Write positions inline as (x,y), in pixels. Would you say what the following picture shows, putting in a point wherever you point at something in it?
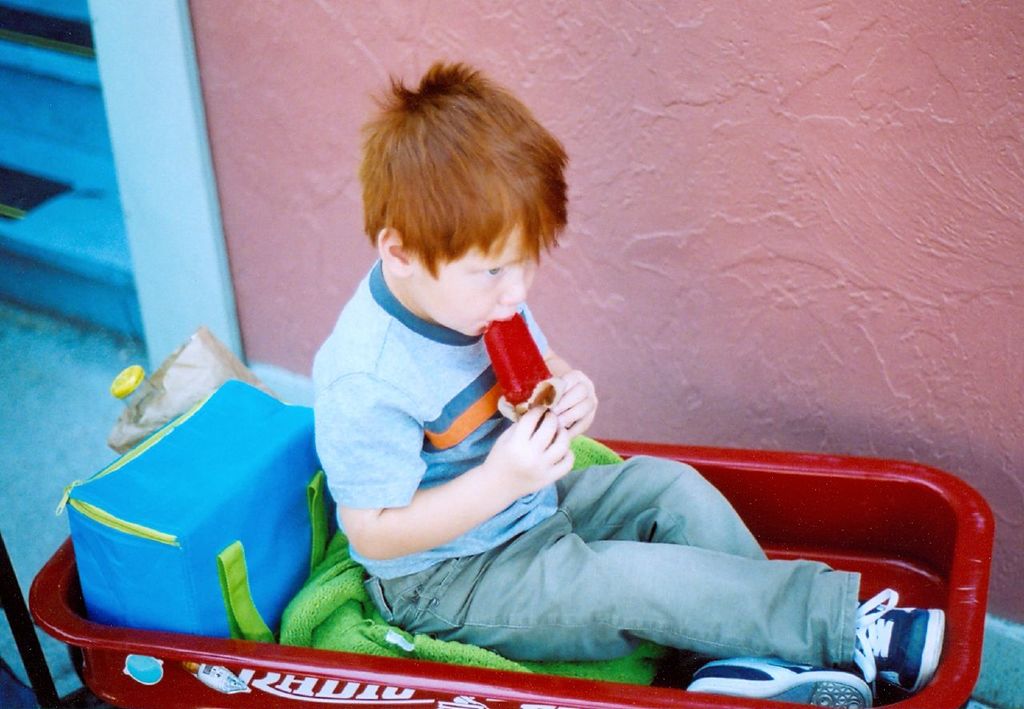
In the image we can see a child (545,487) wearing clothes (558,539), shoes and holding, food item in the hands (514,450). Here we can see the basket (146,636), in it we can see the cloth (332,615), a bottle (130,384) and a bag (156,485). Here we can see the wall (804,171) and the left side (68,212) part of the image is slightly blurred.
